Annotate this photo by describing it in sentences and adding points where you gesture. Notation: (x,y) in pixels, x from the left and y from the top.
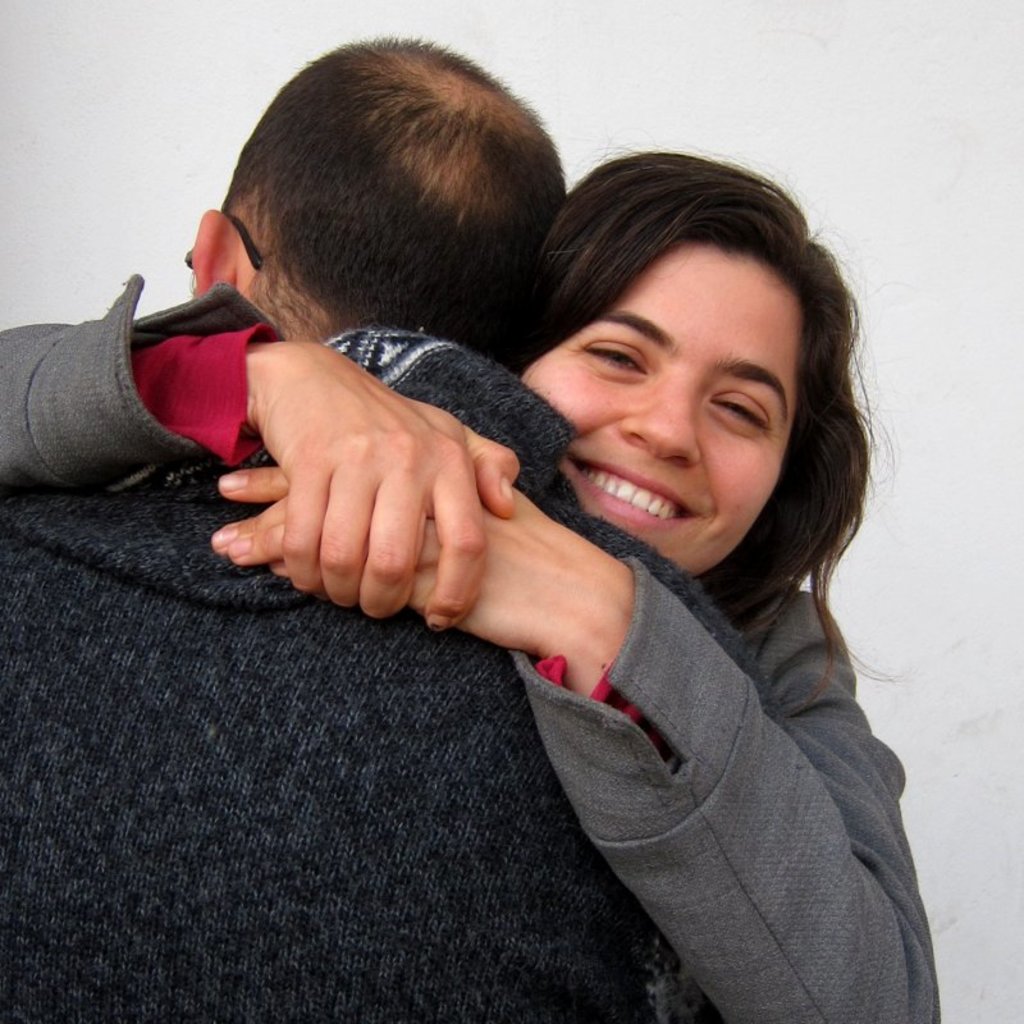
There are two people (626,357) holding each other and she is smiling. In the background (109,65) it is white.
